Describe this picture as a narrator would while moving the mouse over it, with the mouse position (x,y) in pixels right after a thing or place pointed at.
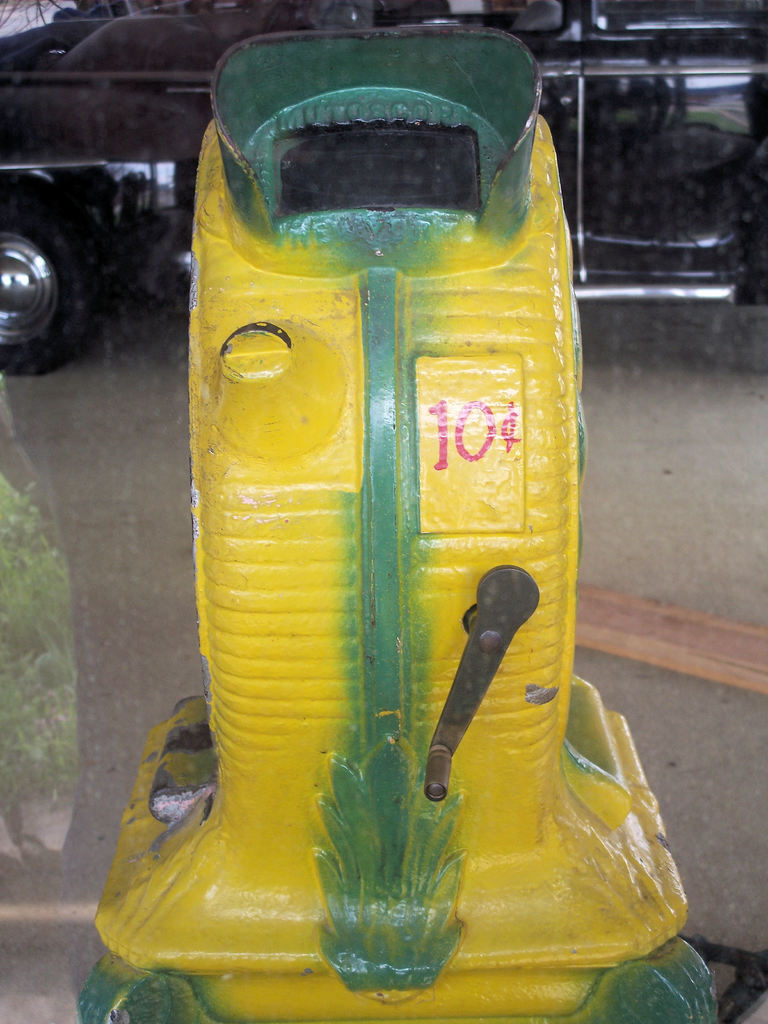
In the middle (284,517) it is an iron machine (529,674) in yellow color, there is a number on it. Behind this there is a black color car (6,156).
